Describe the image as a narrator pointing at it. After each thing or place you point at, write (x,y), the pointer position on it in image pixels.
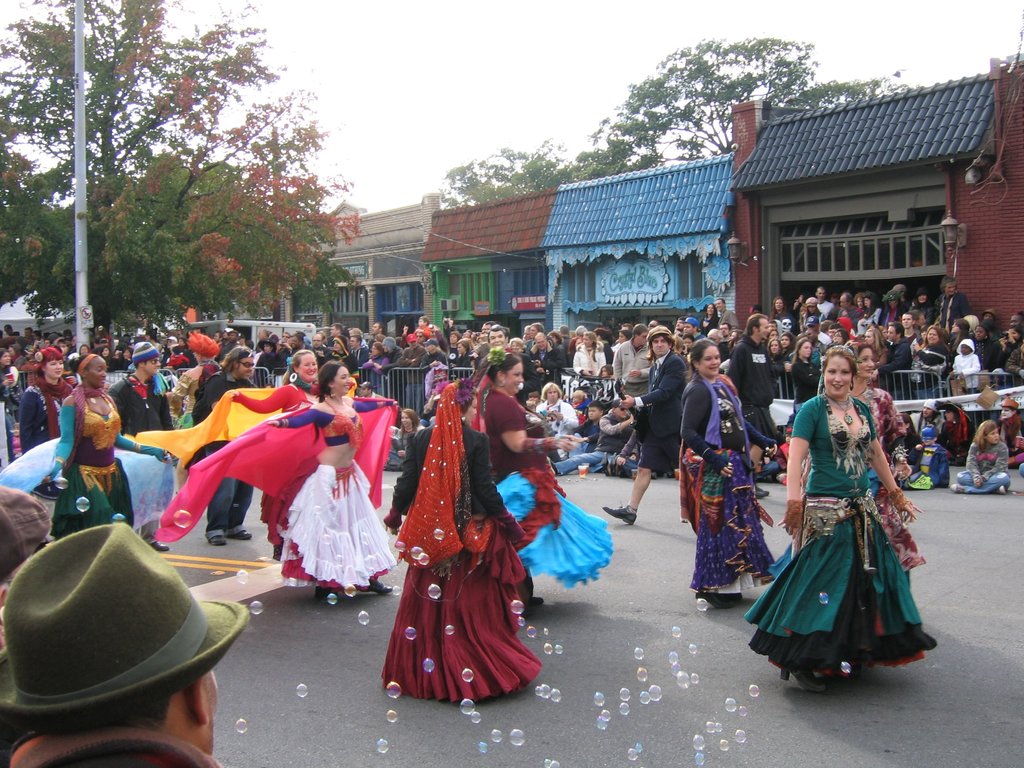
In the image in the center (560,485) we can see few people (519,480) were dancing and they were in different costumes (708,421) and we can see water bubbles (556,649). On the bottom left (214,754), we can see one person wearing hat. In the background (575,310) we can see the sky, clouds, buildings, trees (302,308), fence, vehicle (247,331) and a group of people (922,435).
